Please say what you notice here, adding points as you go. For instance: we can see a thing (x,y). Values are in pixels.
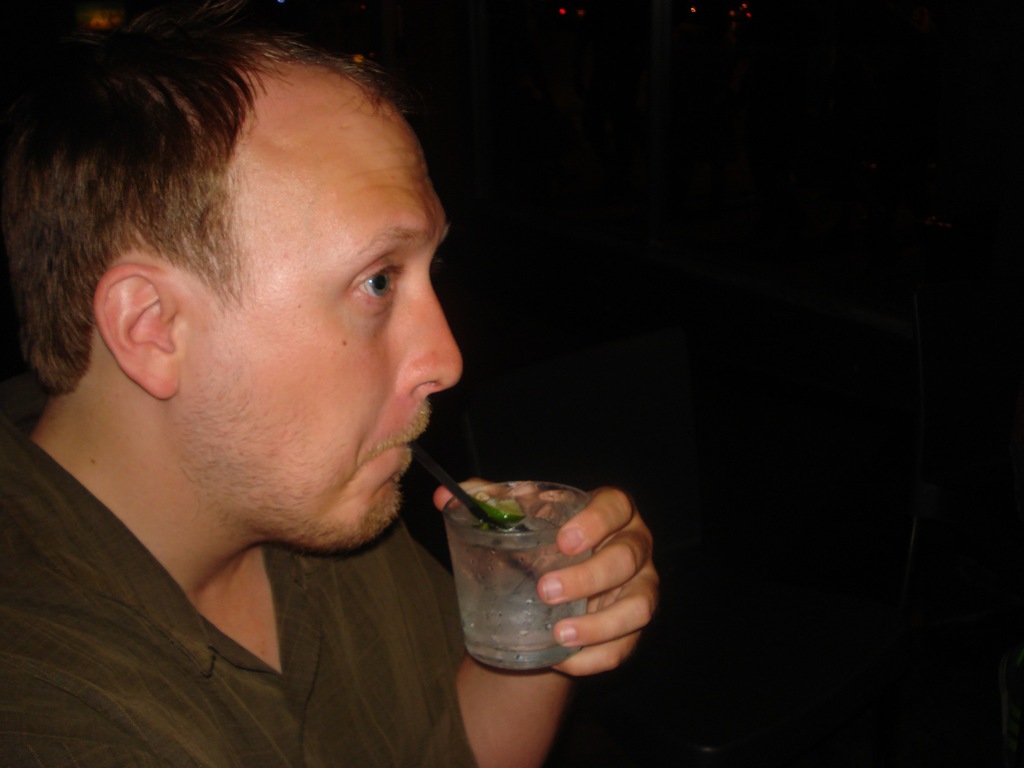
In this picture we can see a man (281,568) is holding a glass of drink (539,574), there is a dark background (648,131).
